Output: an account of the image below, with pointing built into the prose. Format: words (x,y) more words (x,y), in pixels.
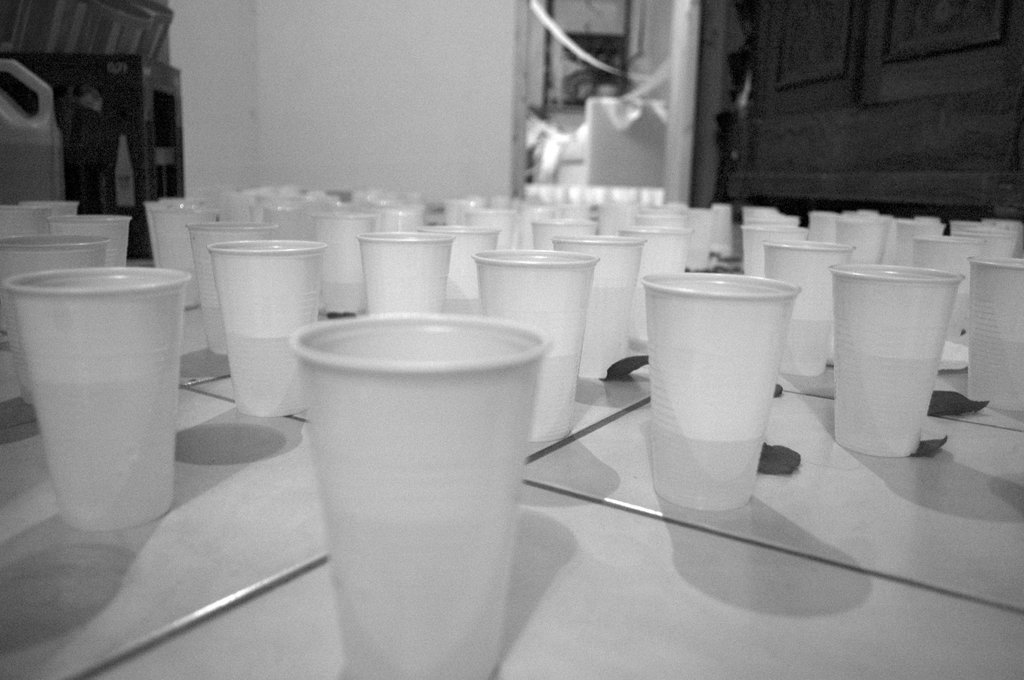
In this black and white image, we can see some glasses (644,294) on the floor (714,519). There is a wall (476,62) at the top of the image (457,125). There is a jug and a box (162,141) in the top left of the image (106,79).
